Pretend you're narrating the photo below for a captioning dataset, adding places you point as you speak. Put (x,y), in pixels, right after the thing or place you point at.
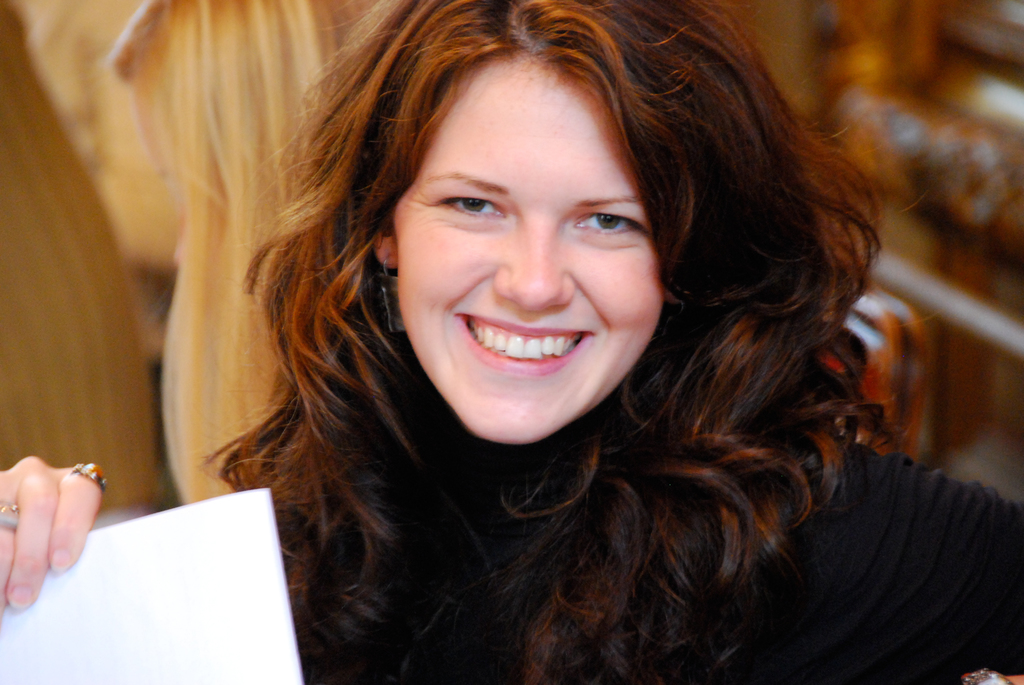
In this image there is a person (16,590) holding an object (96,566), the background of the image (902,28) is blurred.
